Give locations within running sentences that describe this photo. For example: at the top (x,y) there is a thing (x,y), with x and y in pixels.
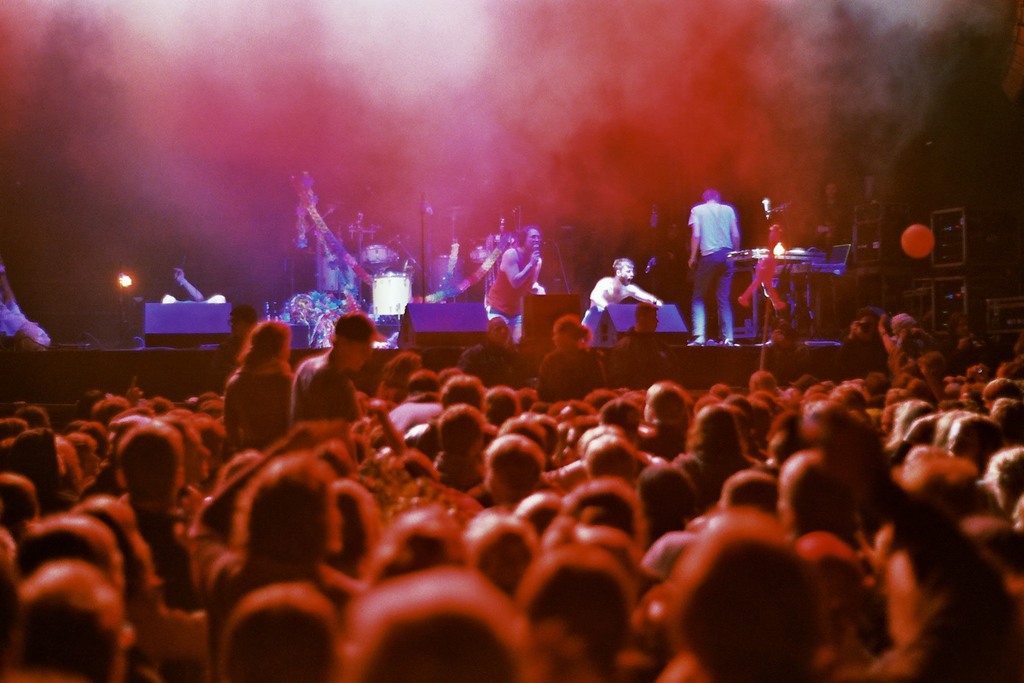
In this picture there is a stage (529,335) in the center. On the stage (395,289) there were people (724,292) playing musical instruments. There is a person (541,261) in the center (530,271) holding a mike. At the bottom (225,485) there are people (248,384) watching the performance. The image is in blue and red in color.
